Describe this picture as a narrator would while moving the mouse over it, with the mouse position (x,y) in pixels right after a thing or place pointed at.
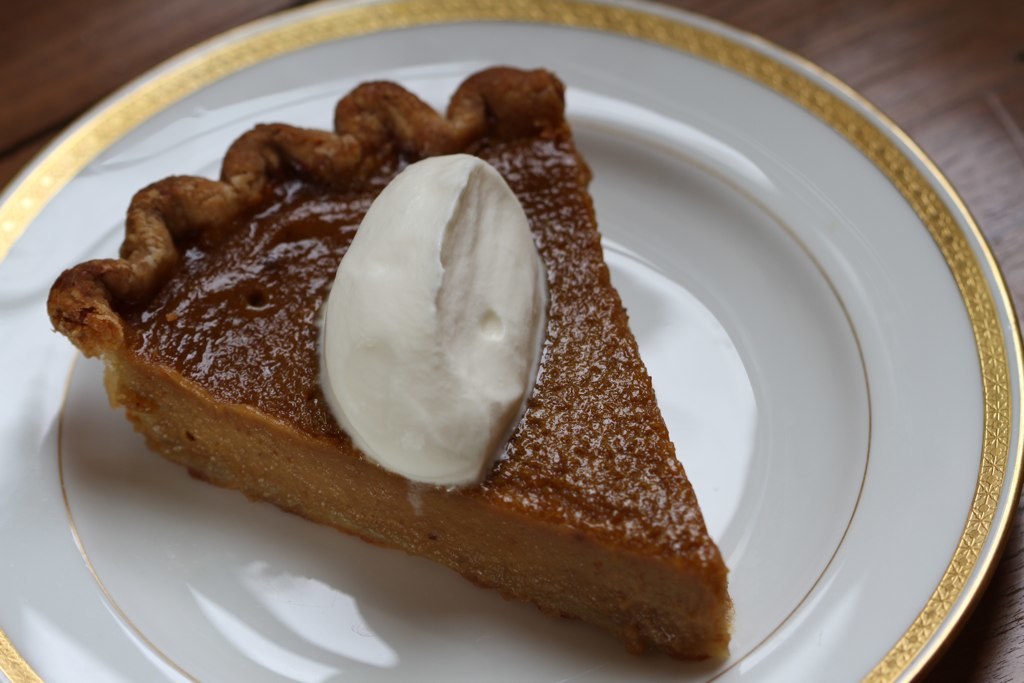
In this image, there is a plate (787,53) contains a pie (648,449).
